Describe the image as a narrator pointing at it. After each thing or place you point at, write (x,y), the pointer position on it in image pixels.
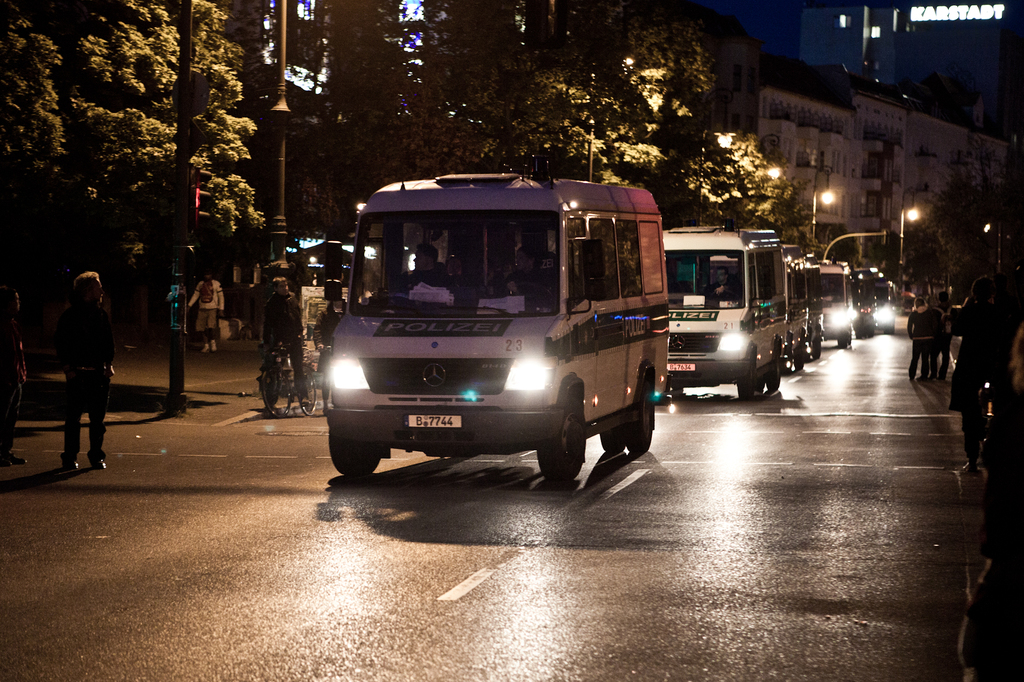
In this image we can see a few vehicles (467,395) and people (285,308) standing on the road (32,573), on the left side of the image (301,76) there are trees (542,130), buildings (873,201) and street lights (815,226).
